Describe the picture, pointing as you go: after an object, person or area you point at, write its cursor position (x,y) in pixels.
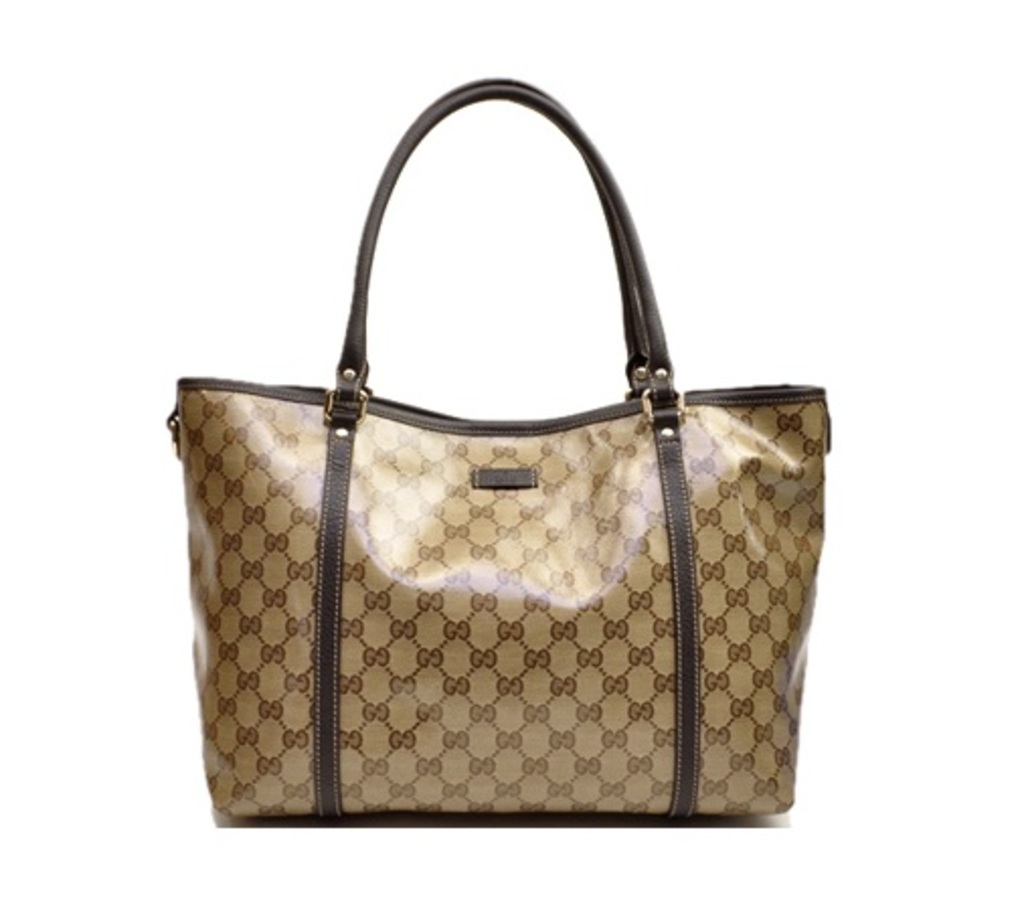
In this picture we can see a handbag (630,716).
